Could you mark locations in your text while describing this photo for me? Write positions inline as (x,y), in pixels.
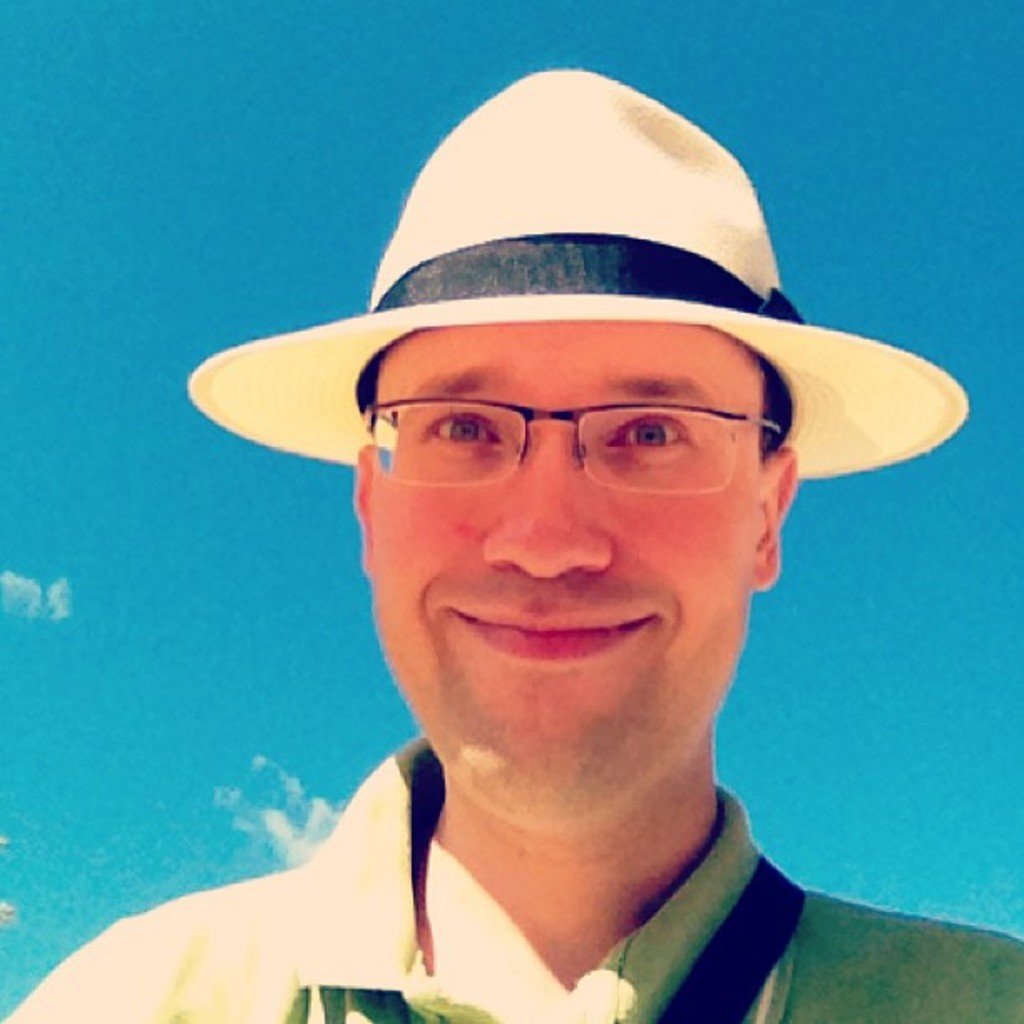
In this picture we can see a man (593,580), he is smiling, he wore spectacles (491,414) and a cap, in the background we can see clouds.
